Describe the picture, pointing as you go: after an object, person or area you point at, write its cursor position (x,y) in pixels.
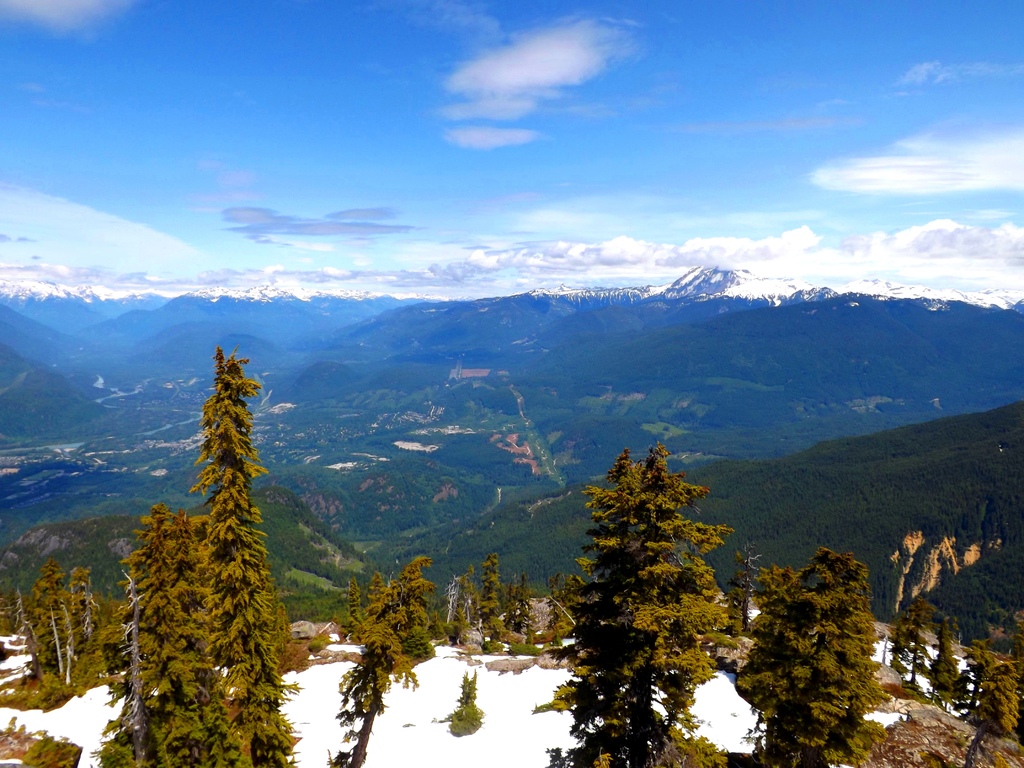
In this image at the bottom (339,683) there is some snow (563,677) and trees (989,647), and in the background (600,349) there are some mountains (549,515), trees (332,515) and the top of the image (573,190) there is sky (708,152).
